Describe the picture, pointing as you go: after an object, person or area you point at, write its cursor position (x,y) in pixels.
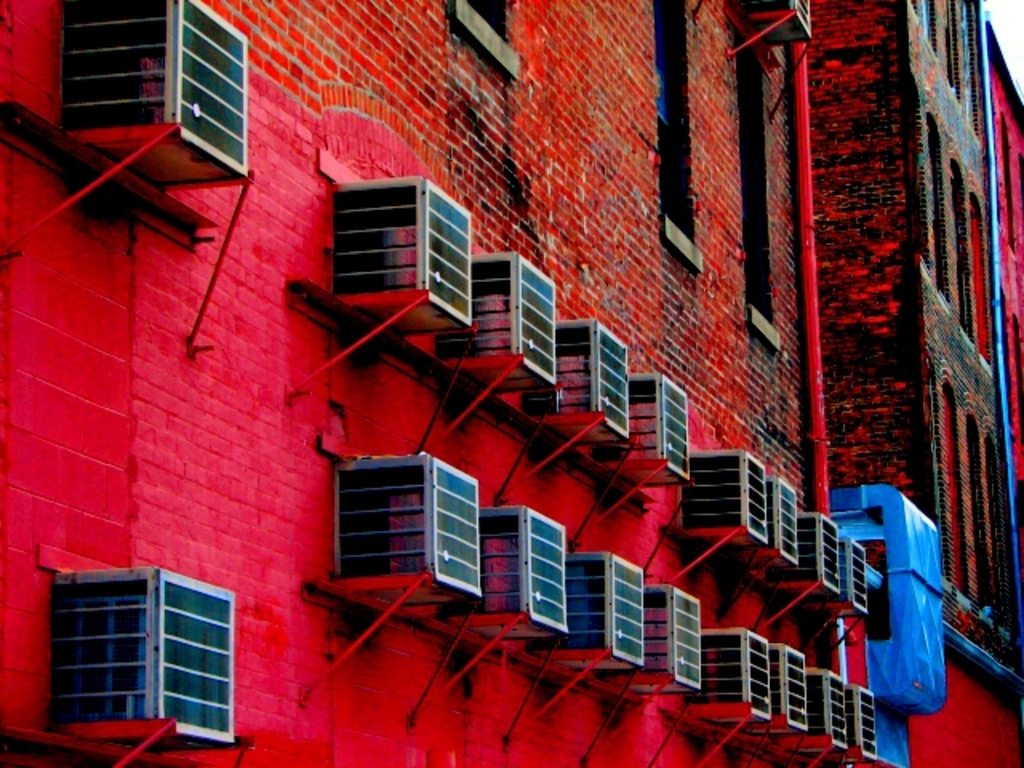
In the center of the image (560,313) we can see buildings (915,240) and there are condensers (645,622) attached to the wall (150,344).
